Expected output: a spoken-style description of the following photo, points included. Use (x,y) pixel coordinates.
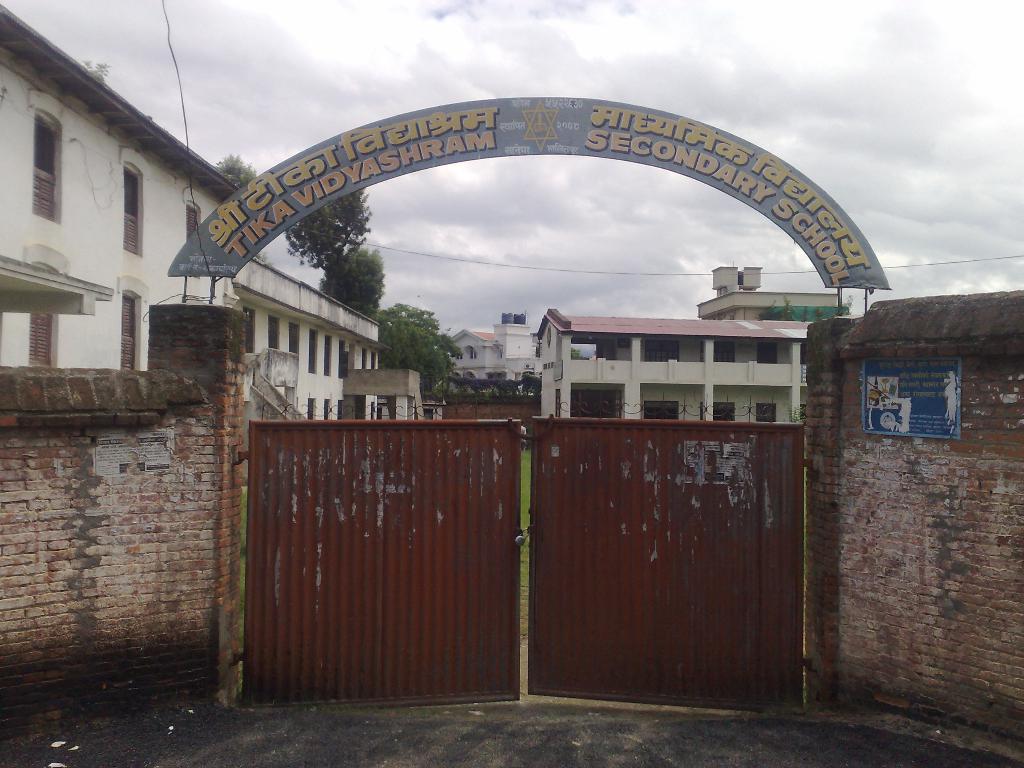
Front there is a gate (543,537) with lock (518,545). This board (381,174) is attached to this walls (161,425). On this wall (888,445) there is a poster (894,421). Sky (773,48) is cloudy. Background (741,386) we can able to see buildings (521,363) and trees (398,322).
